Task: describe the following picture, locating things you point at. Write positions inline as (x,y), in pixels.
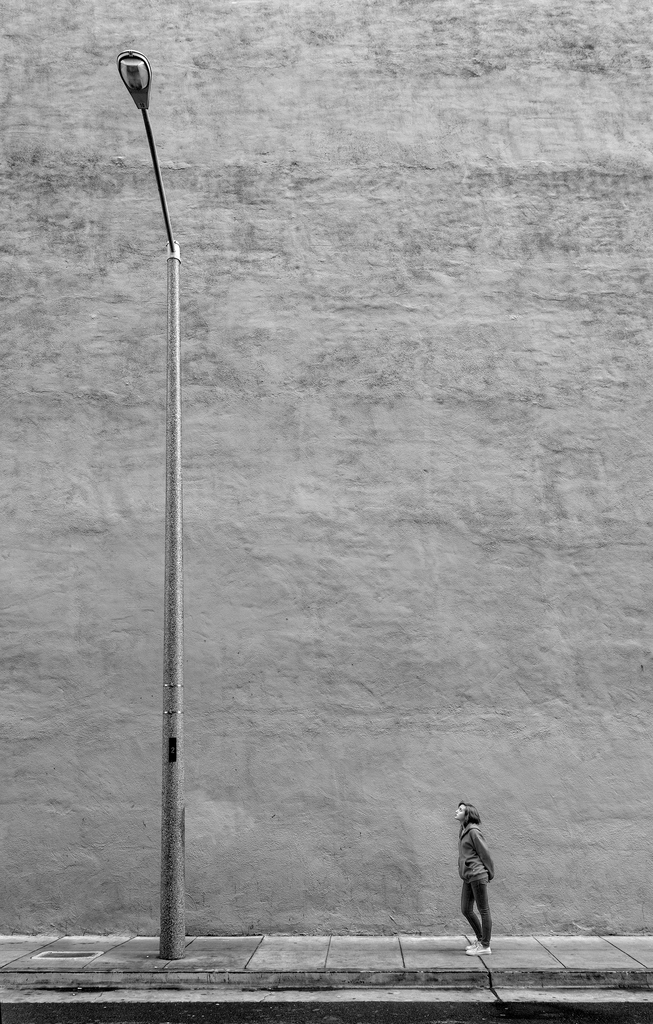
In this image I can see a person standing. Also there is a light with pole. And in the background (360,356) there is a wall (337,321).
